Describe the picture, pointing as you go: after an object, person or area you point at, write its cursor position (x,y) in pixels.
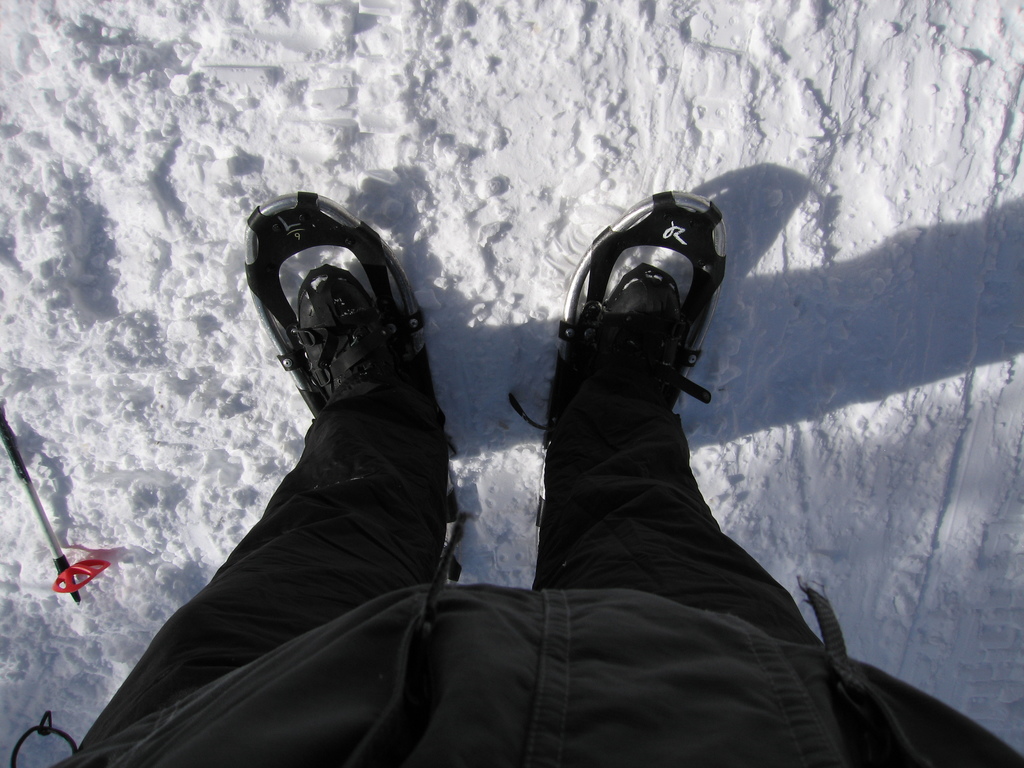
In this image there are legs (217,672) of a person (431,417). At the bottom of the image (769,529) there is snow (453,92).
